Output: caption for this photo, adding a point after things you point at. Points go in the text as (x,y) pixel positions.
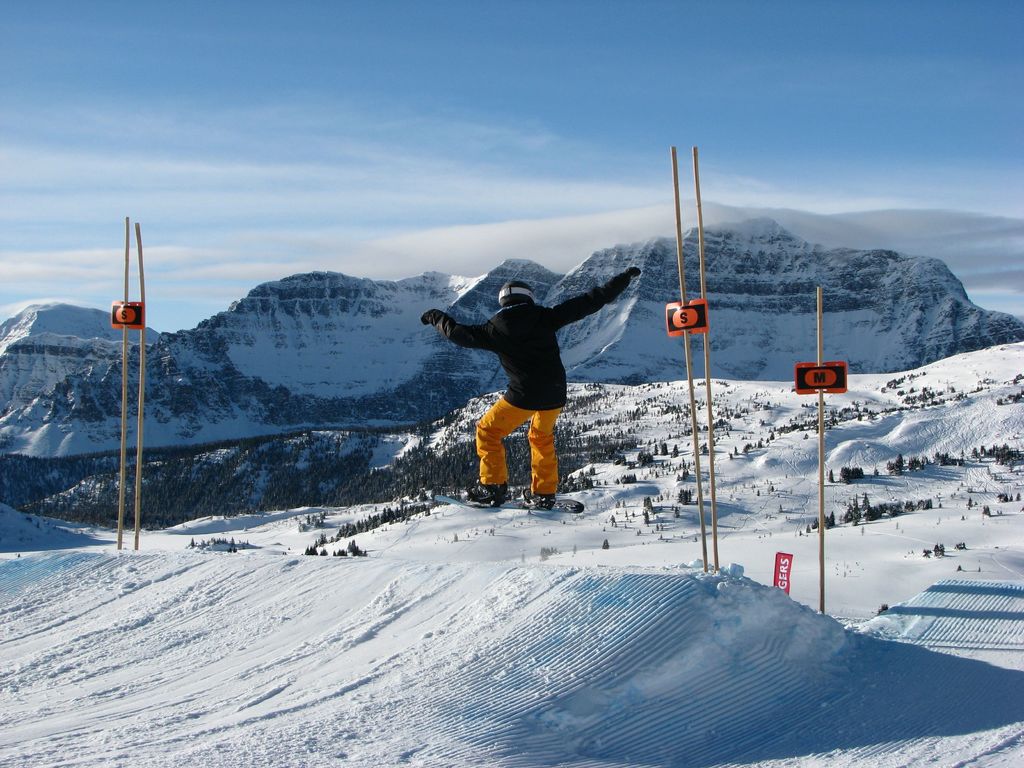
As we can see in the image there is a person (536,462) skating, snow (512,528), sticks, hills (360,328), sky (655,35) and clouds (500,225).
